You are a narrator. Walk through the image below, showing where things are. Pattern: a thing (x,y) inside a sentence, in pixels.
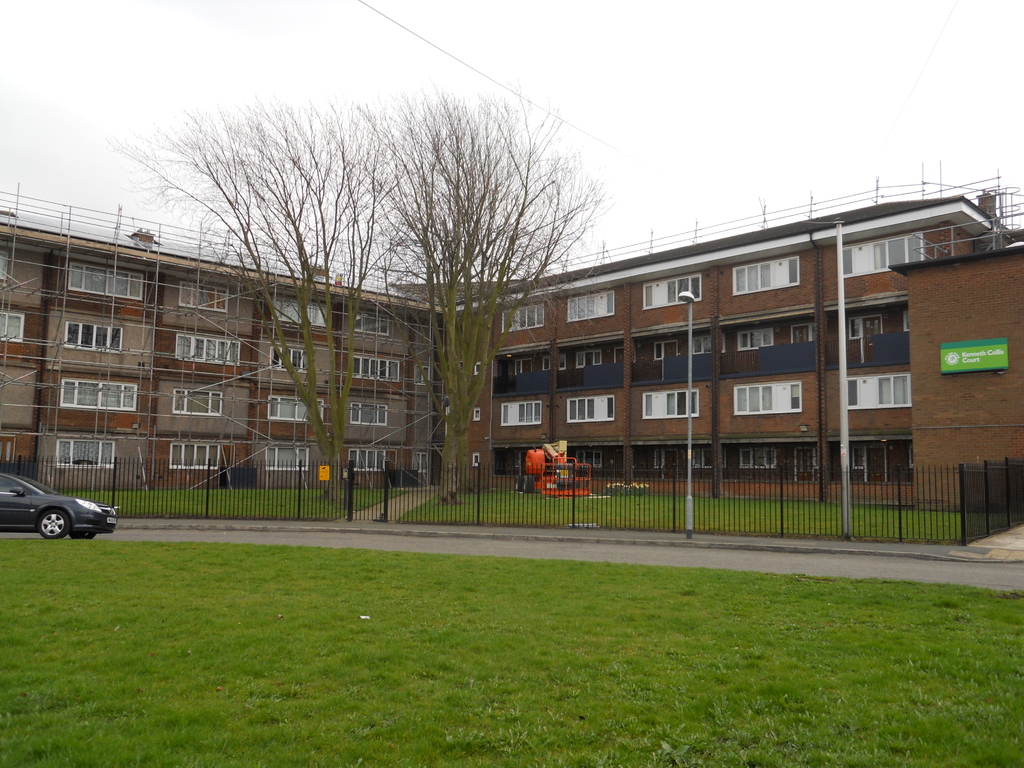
In this image we can see grass (538,509), a car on the road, railing (675,498), a light pole (687,510), a vehicle (564,471), trees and metal rods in front of the building (980,389) and the sky (836,103) in the background (413,39).
